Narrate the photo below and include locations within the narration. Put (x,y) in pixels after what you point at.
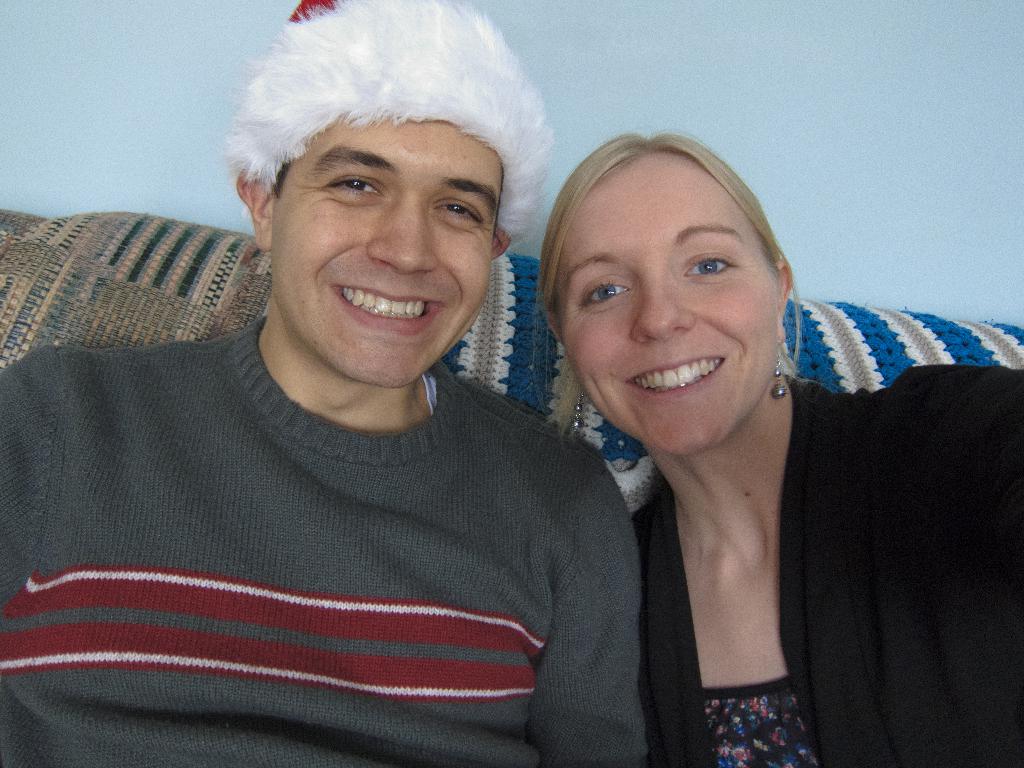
In this image there are two persons (396,559) sitting on the couch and smiling, and in the background (845,194) there is wall (824,163).
